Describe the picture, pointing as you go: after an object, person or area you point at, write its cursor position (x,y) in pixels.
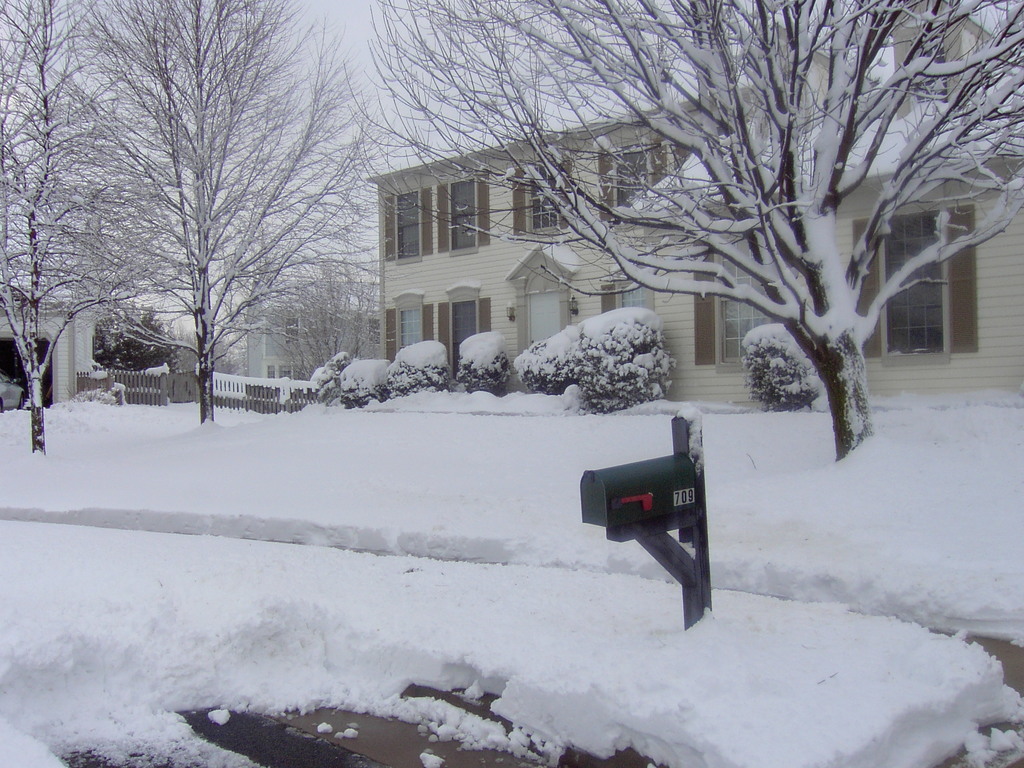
In this picture, we can see the ground (360,537), trees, plants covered with snow (515,526), and we can see some object (699,516) on the ground (722,566), buildings (612,269) with windows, and door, we can see the sky (337,39).
